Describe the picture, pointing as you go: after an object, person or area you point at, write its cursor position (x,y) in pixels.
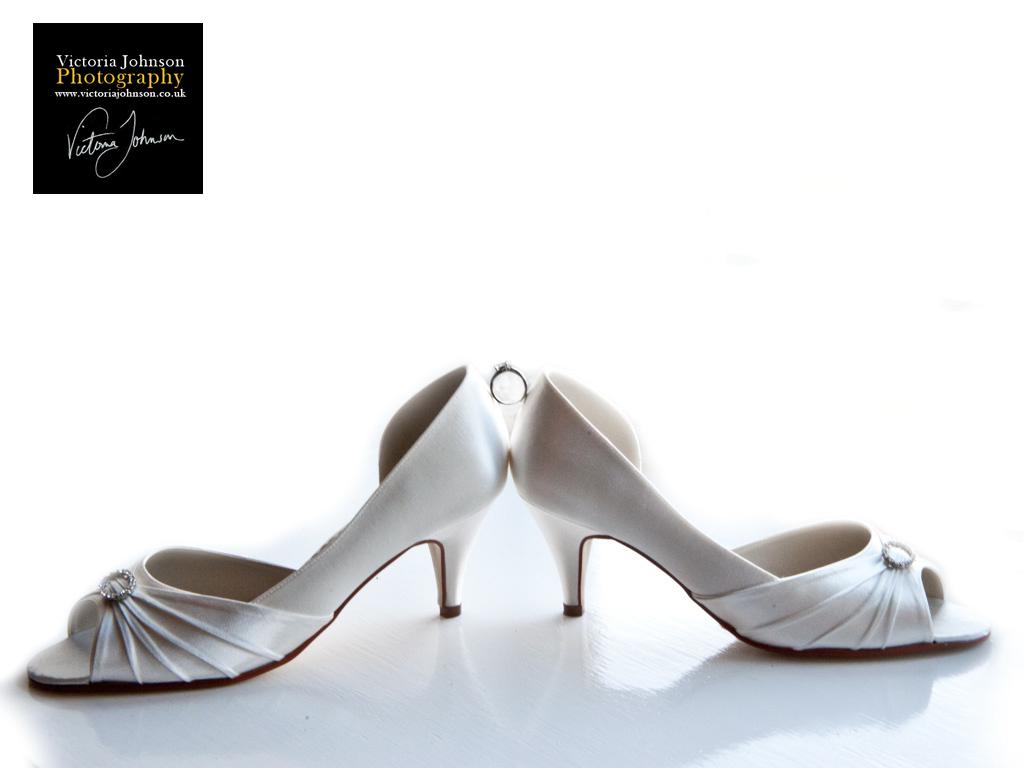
In this picture we can see few heels (362,523), on top of the image (84,92) we can find some text (87,95).
